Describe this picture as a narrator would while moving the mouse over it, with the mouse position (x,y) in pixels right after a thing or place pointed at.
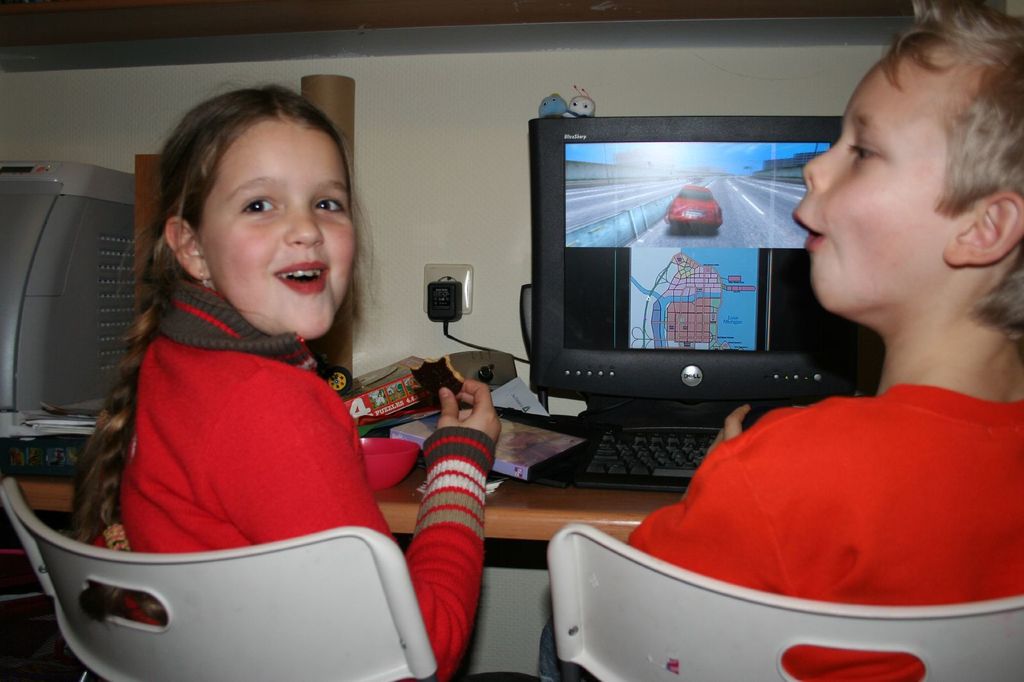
This girl (268,438) and boy (976,391) are sitting on chairs (291,649). On this table (506,506) there is a monitor (705,255), keyboard (617,470) and objects (403,407).
